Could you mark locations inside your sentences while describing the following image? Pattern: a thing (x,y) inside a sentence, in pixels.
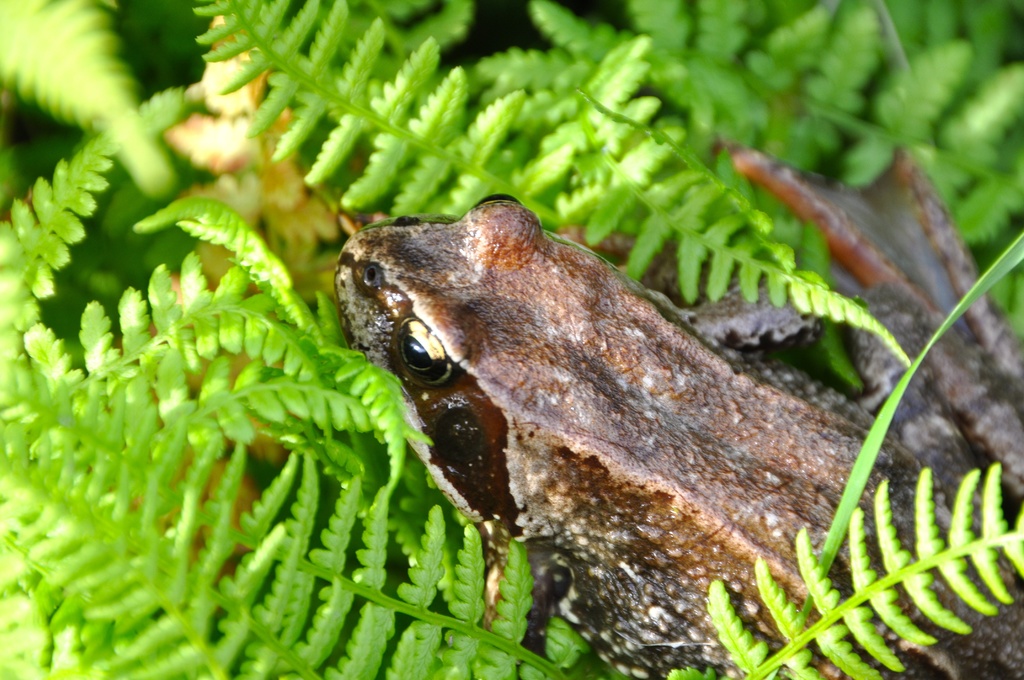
In this picture we can see a frog (668,653) and in the background (25,306) we can see leaves (601,57).
